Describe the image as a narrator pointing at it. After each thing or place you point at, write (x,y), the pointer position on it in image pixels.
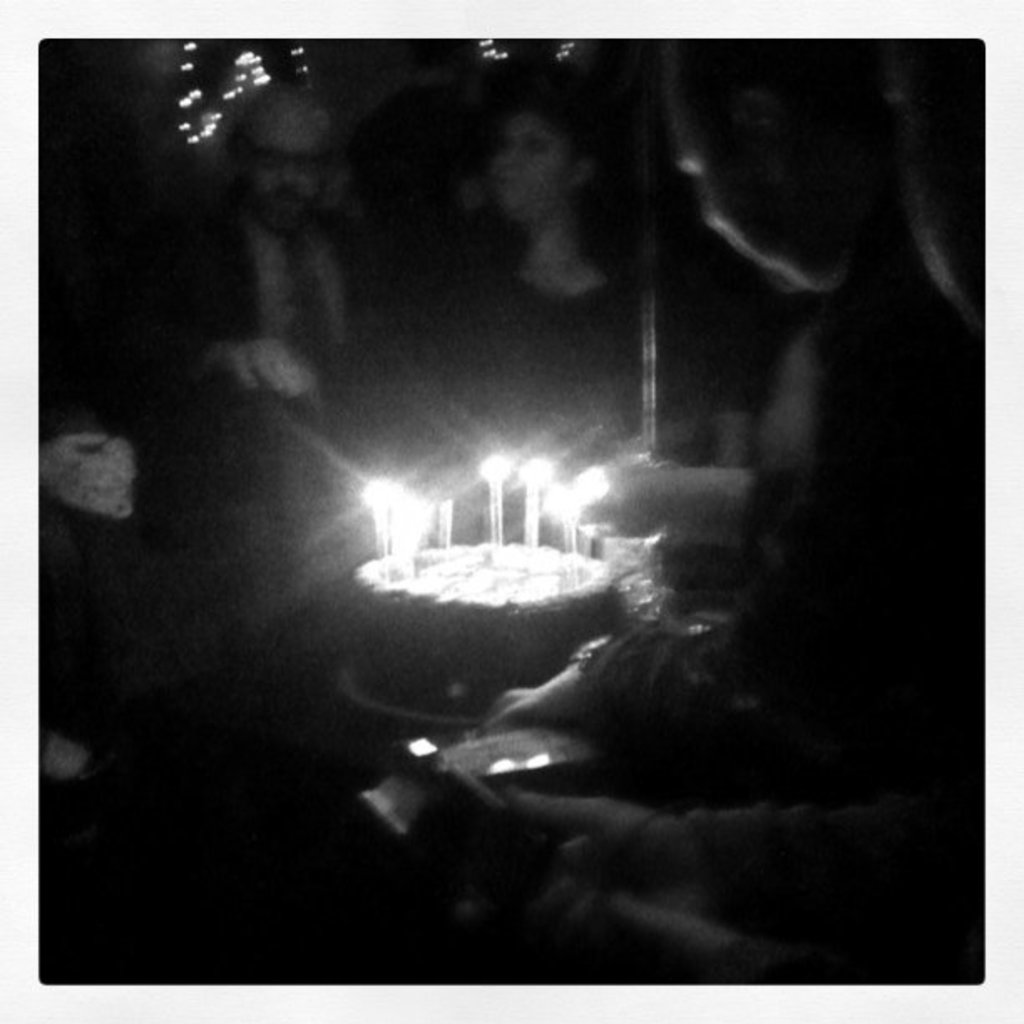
This is a black and white image. In the middle of the image (427,623) there is a cake (427,623) placed on a table (394,711). On the cake (399,557) there are few candles (384,541). Around this there are few people (343,292) in the dark.
